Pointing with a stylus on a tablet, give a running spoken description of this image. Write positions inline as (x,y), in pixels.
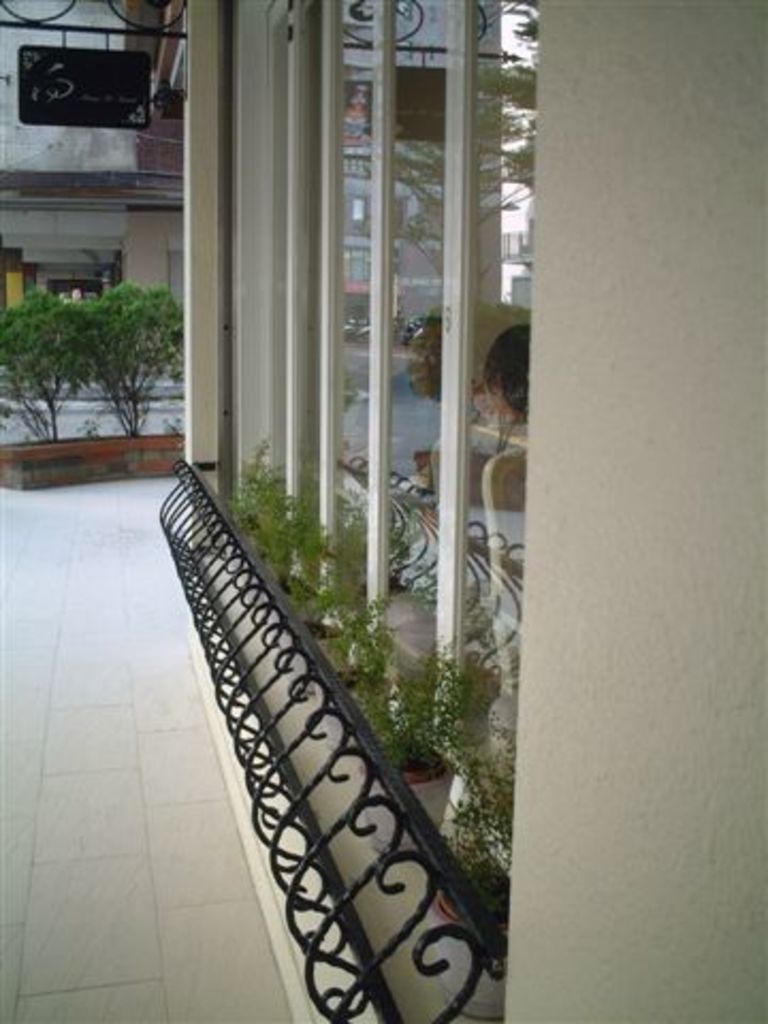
In this image we can see buildings (105,204), plants (351,600), iron objects (341,903), glass objects (516,82), name board (139,97), railing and other objects (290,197). At the bottom of the image (153,868) there is the floor (62,930). On the right side of the image (684,542) there is a wall (654,891).
